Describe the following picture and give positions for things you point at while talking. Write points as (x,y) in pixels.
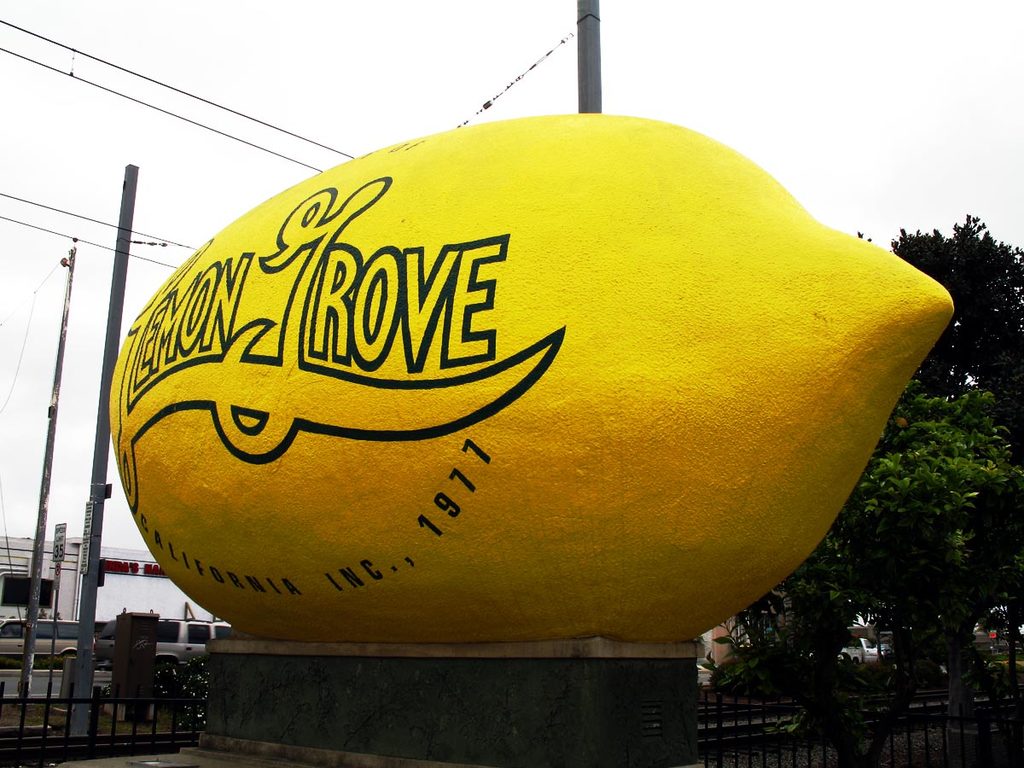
In the center of the image (466,396) we can see a statue (331,381). In the background of the image (751,732) we can see the trees (962,596), buildings (160,586), vehicles (102,625), poles (90,579), boards (85,546), grilles (966,718), wires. At the top of the image (573,111) we can see the sky (571,111). At the bottom of the image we can see the road (10,690).
